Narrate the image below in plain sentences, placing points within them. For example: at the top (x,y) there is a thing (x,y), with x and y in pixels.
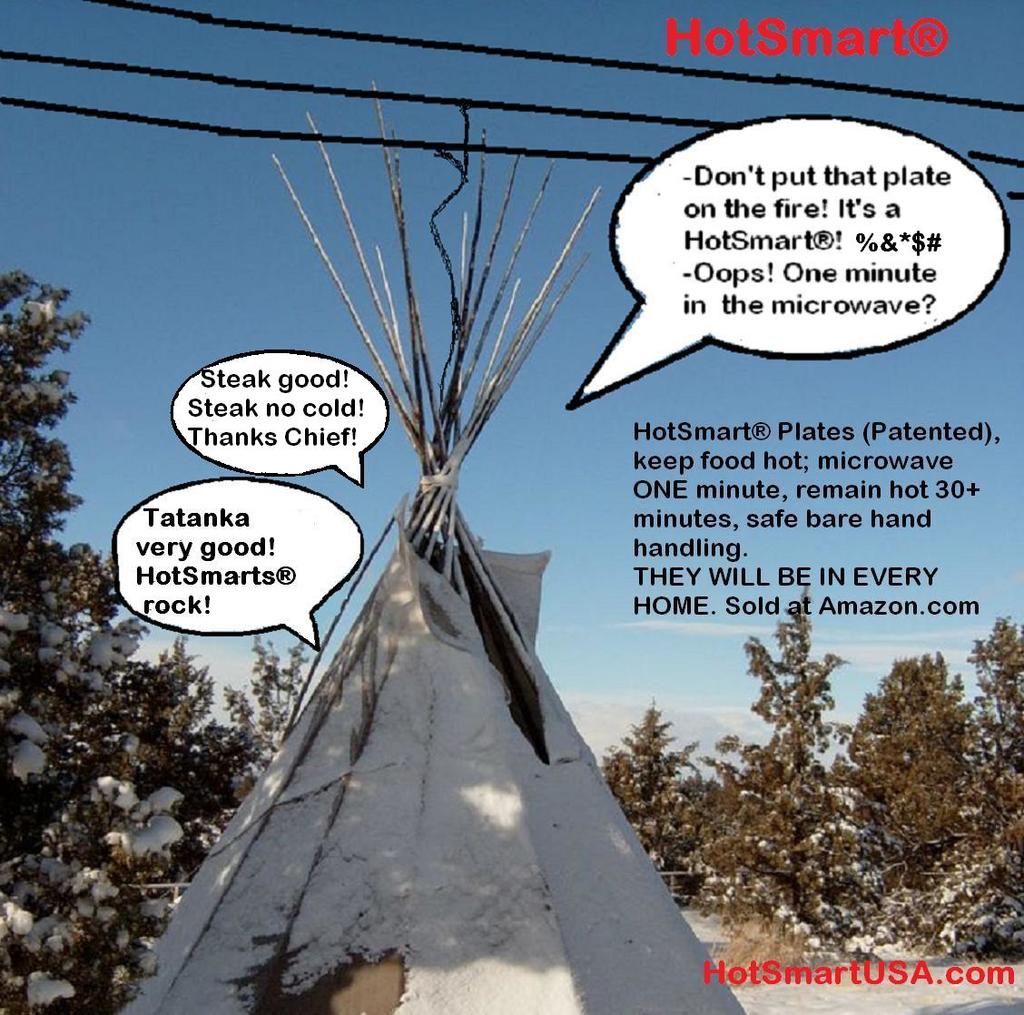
In this image, there is snow (137,835). There are trees (223,797) at the down side of an image. At the top (414,224) it is the sky (471,218), there are texts (783,184) in this image.
